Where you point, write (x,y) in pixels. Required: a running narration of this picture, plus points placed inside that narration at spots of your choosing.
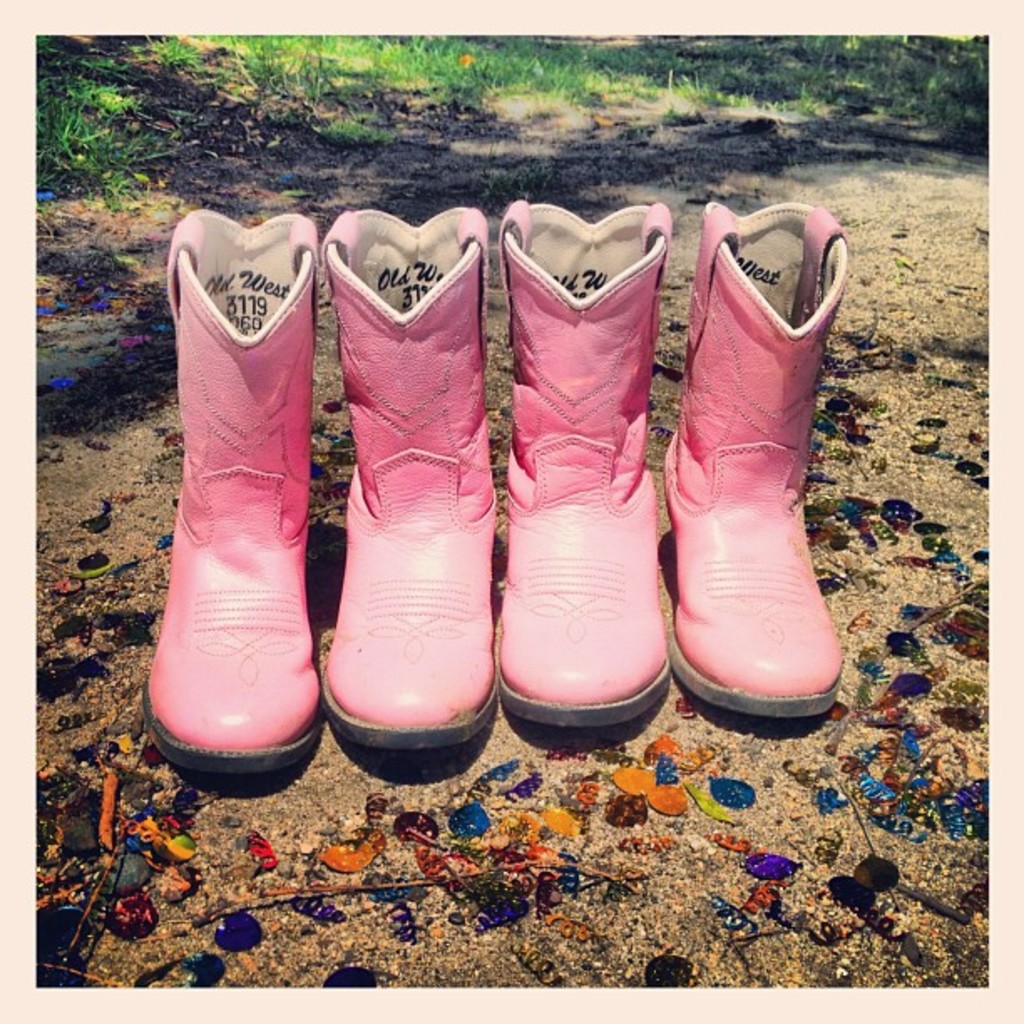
In the picture we can see two pairs of pink color shoes (459,562) with some designs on it which are placed on the path (129,514) and on the path (619,837) we can see some colored stones (185,819) and in the background (487,100) we can see some part of grass surface (67,129).
